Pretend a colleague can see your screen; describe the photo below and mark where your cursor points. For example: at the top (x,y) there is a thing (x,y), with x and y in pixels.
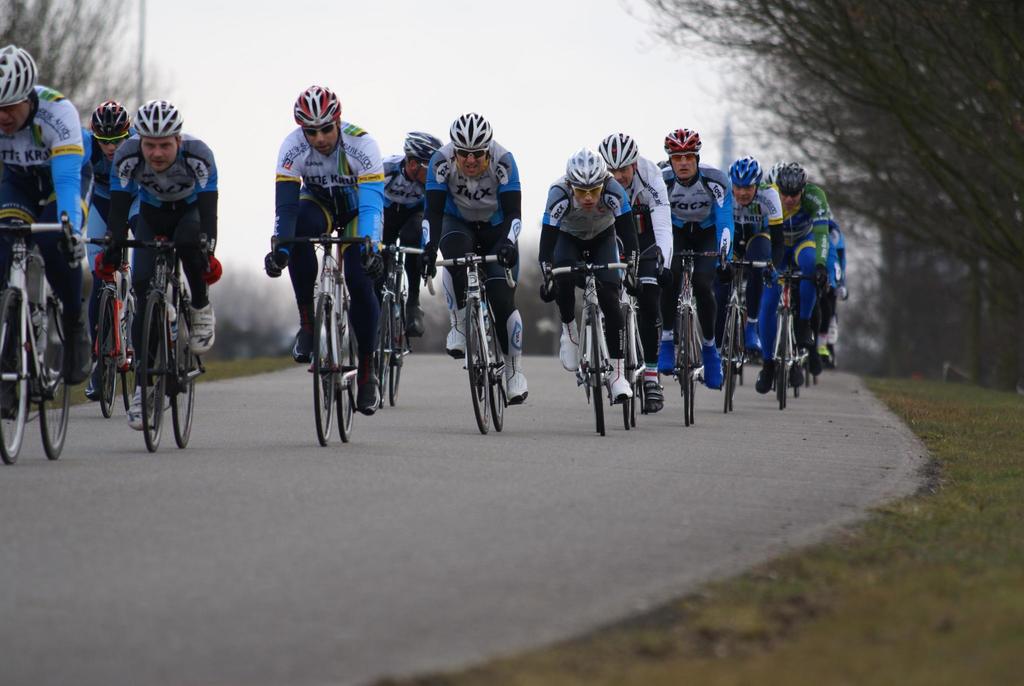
In this image the persons (453,338) are riding a bicycle (473,339) in the center (372,311). On the right side (955,190) there are trees (976,180) and there's grass (947,593) on the ground (955,609). On the left side (107,65) there are trees (239,307) and there is grass (239,357) on the ground (225,370) and the sky (379,92) is cloudy.
